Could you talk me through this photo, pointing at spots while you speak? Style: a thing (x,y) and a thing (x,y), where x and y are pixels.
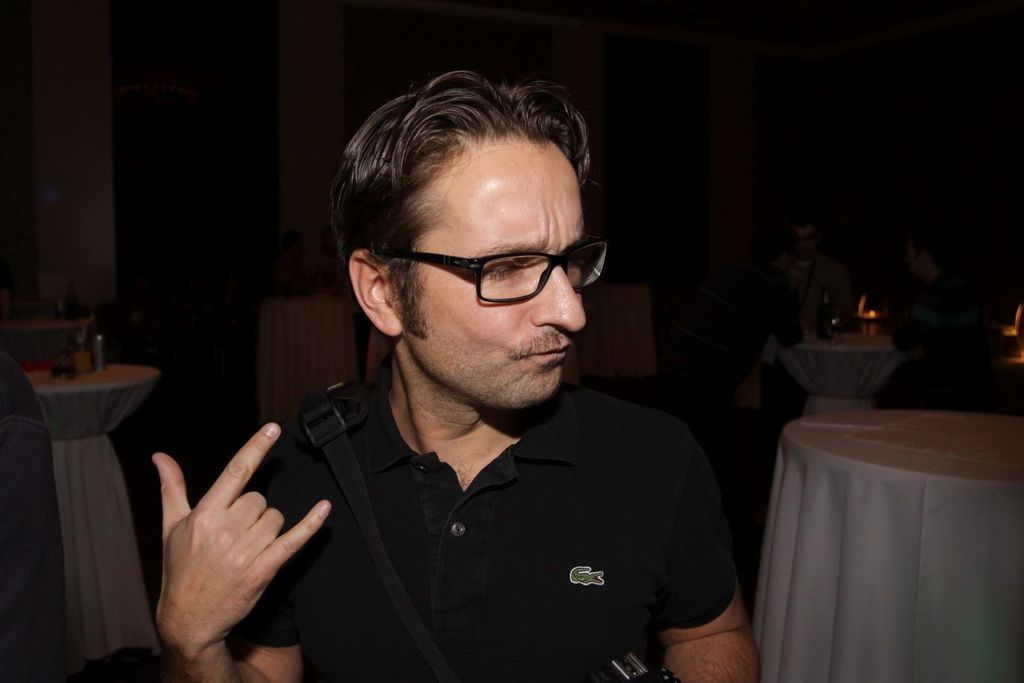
In this image, I can see a man (502,512). Behind the man (349,579), there are tables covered with clothes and objects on it. I can see few people (776,296) sitting.
